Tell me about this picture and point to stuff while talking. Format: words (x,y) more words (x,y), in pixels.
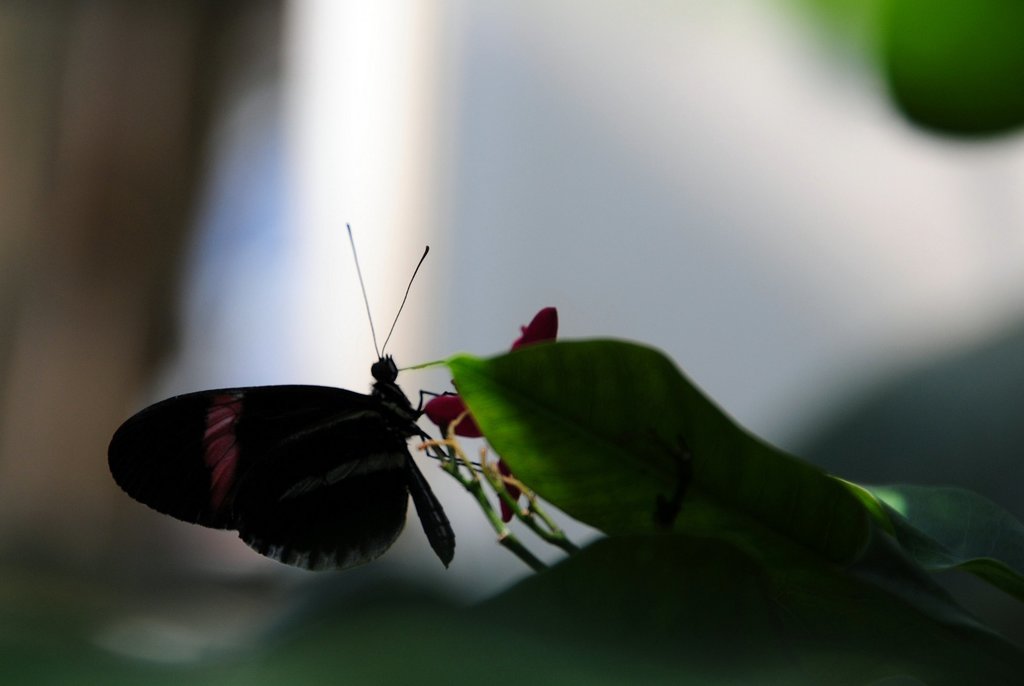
In this picture we can see a butterfly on a flower plant (533,591) with green leaves (786,584).
